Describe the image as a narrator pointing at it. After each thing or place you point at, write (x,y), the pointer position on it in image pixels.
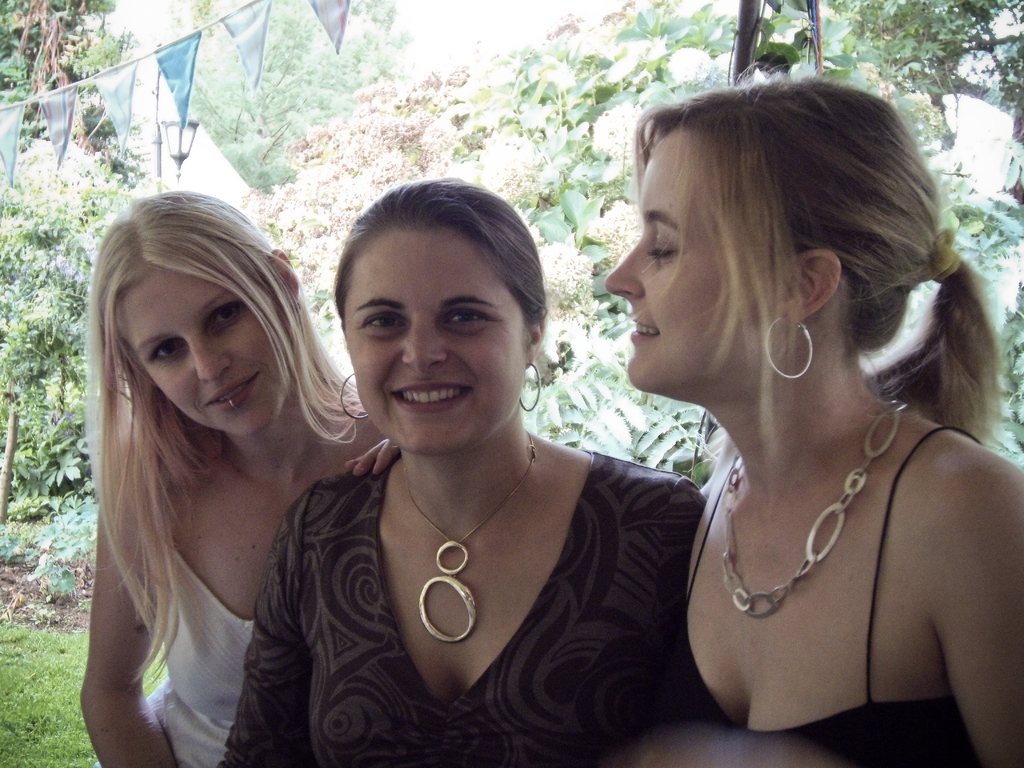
In this image we can see a few people (106,517) are posing for a photo and in the background (767,69), we can see some trees (879,94) and there is a pole light (170,125).
